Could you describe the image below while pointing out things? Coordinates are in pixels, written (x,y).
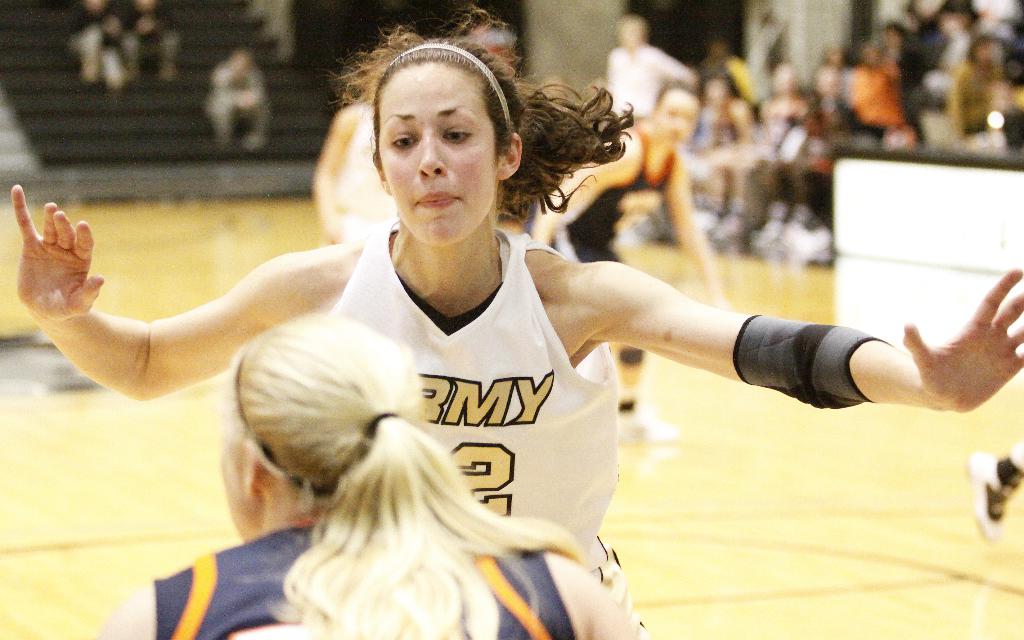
In this image at front (592,394) few people (372,355) are playing the game. At the right side of the image (883,76) few people (863,104) are sitting on the chairs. At the back side (288,20) few people (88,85) are sitting on the stairs (198,62).
